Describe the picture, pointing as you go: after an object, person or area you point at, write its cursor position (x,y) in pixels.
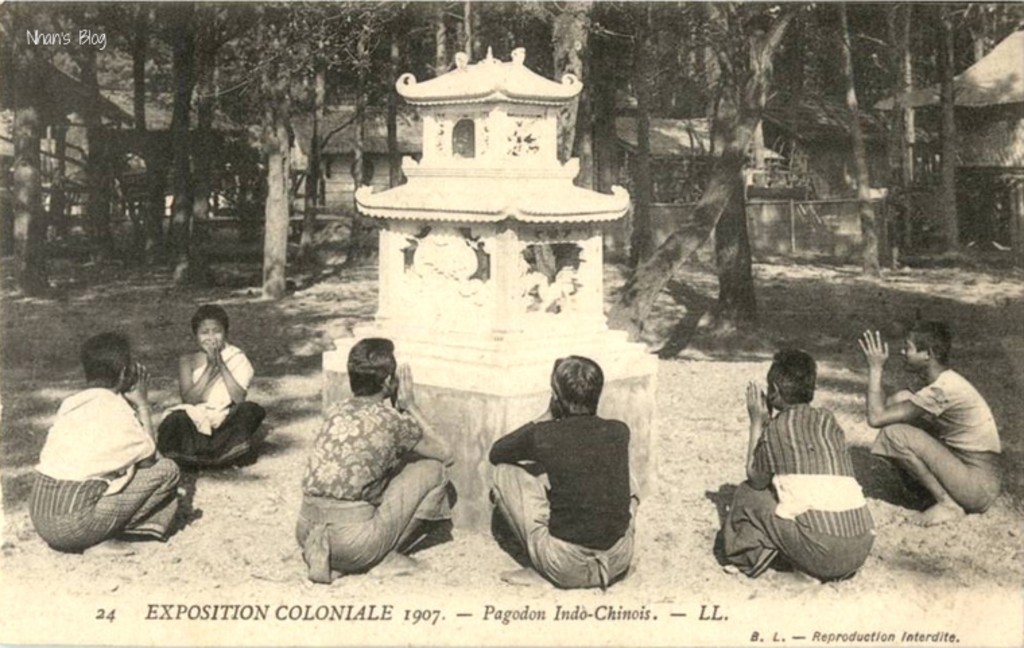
In this image we can see the black and white image and there are few people (591,429) sitting and in the middle (456,427) there is a structure (548,264) which looks like a statue (468,442). In the background (581,147), we can see some trees (652,96) and huts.
